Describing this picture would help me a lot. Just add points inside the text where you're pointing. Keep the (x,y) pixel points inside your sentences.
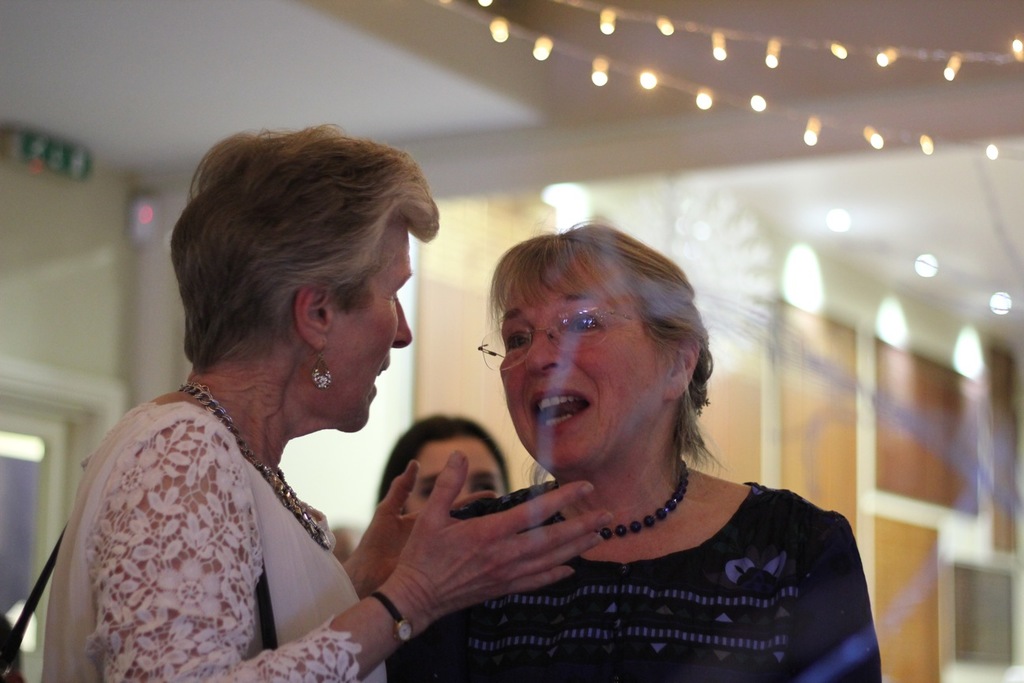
In this image in the foreground (633,390) I can see two women (641,386) standing and talking to each other. I can see another woman (459,434) behind them and the background is blurred with some lights (718,50).
